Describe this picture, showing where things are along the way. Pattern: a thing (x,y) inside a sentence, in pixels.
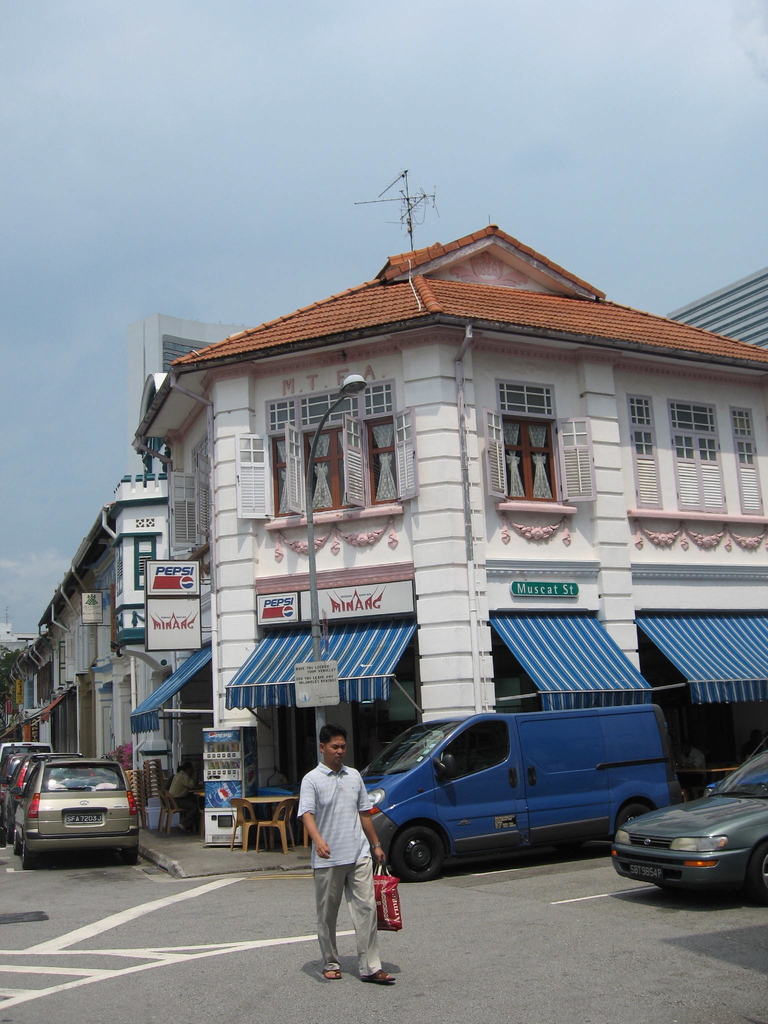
In this image there is a person (328,851) holding a bag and walking on the street (317,992), there are name boards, buildings (267,746), pole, lights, antenna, vehicles (26,795), sky (265,60).
